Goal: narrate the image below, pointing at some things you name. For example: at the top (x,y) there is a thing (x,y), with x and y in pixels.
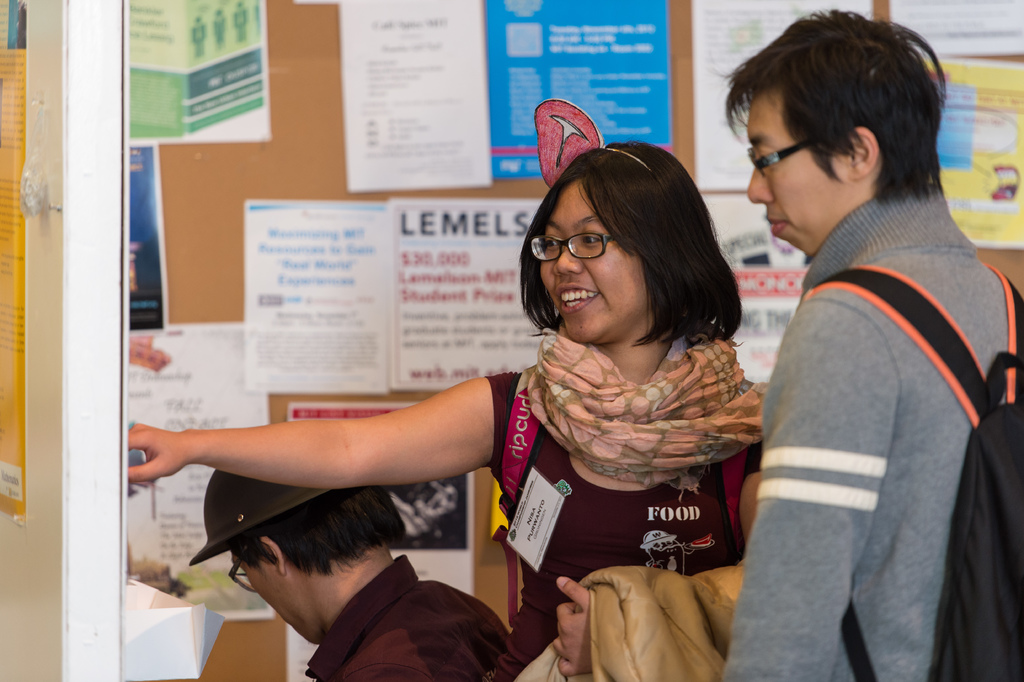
In this picture there is a couple (651,288) standing. One of them was a woman (694,409) and other was a man (867,107). Beside the woman (569,412) there is another person (359,548) sitting wearing cap (281,502) on his head (243,544). All of them were wearing spectacles (543,244). In the background (479,521) there are some papers (344,252) stuck to the notice board (308,119).
